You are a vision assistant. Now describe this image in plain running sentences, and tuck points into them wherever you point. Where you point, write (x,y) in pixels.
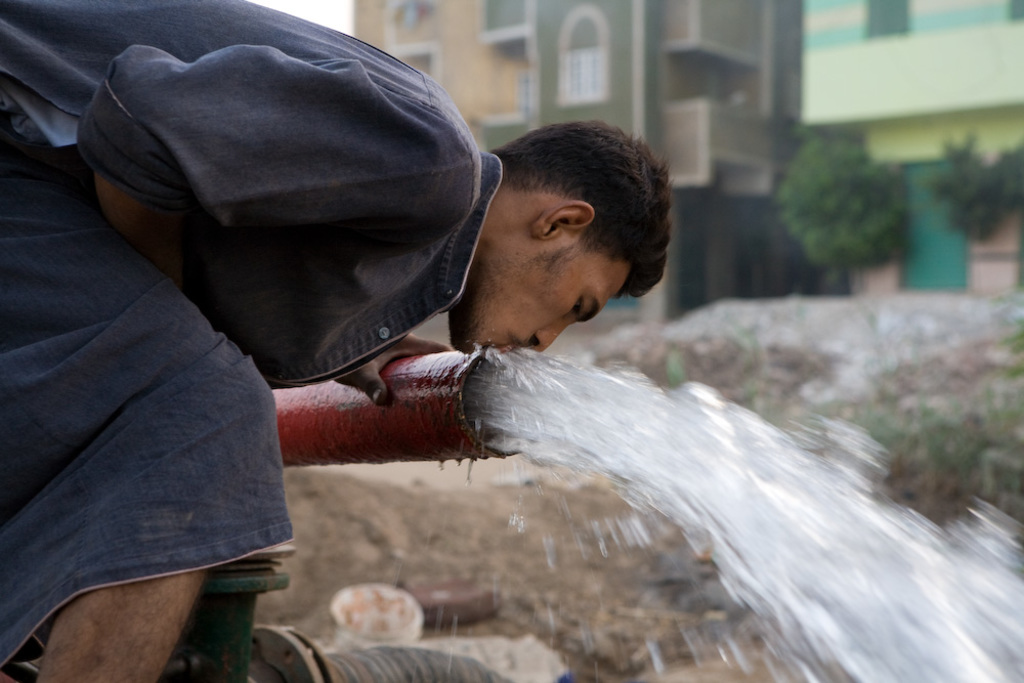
In the image I can see a person (394,326) who is bending and drinking the water (482,398) from the pipe (384,438) and to the side there are some houses (906,60), trees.
